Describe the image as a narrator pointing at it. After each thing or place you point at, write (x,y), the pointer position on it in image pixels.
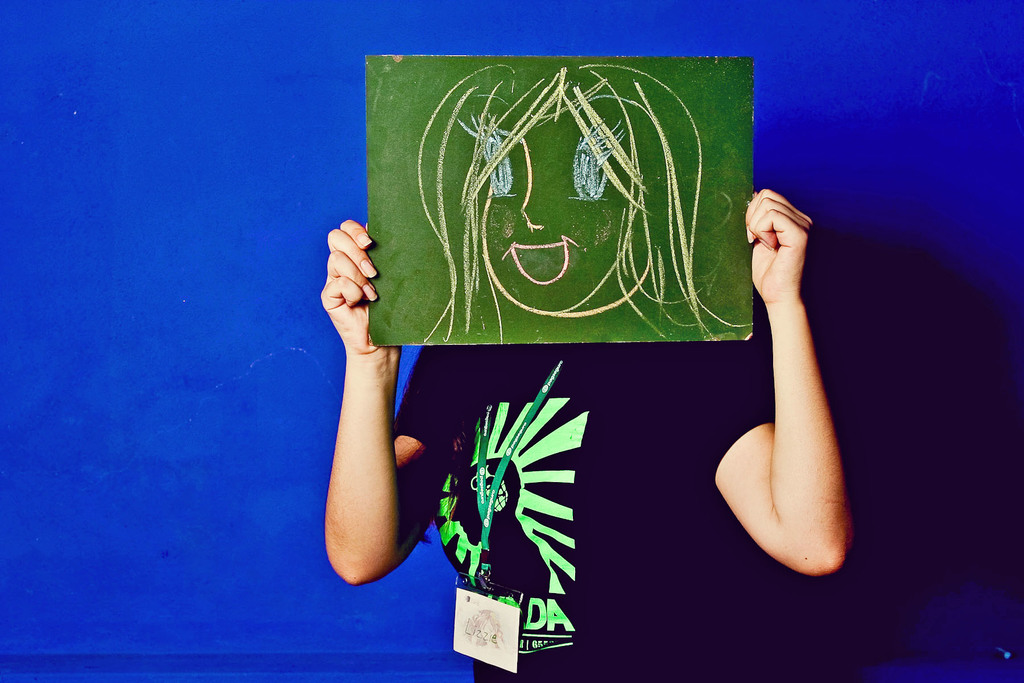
In this image, we can see a person (547,432) on the blue background. This person (434,451) is wearing clothes (587,444) and covering her face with a board (393,194) contains some drawing (712,316).
